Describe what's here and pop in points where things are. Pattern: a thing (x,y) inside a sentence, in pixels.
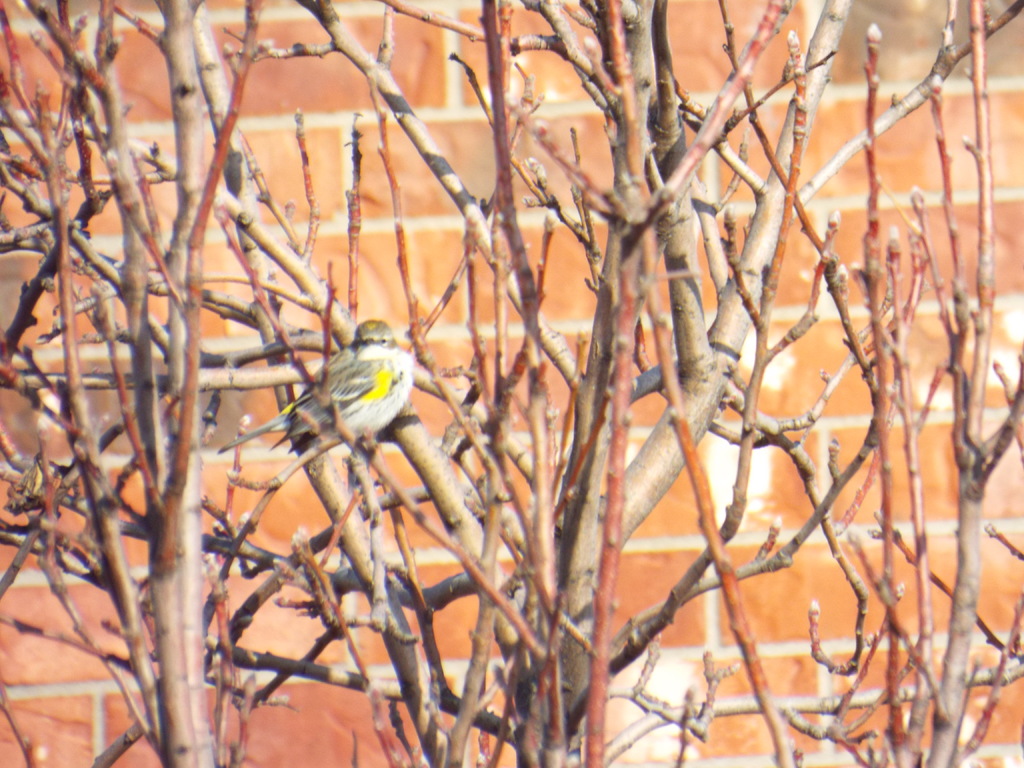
In this image there is a bird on the tree (303,553), behind the tree (539,620) there is a wall (652,593) with red bricks (571,237).
